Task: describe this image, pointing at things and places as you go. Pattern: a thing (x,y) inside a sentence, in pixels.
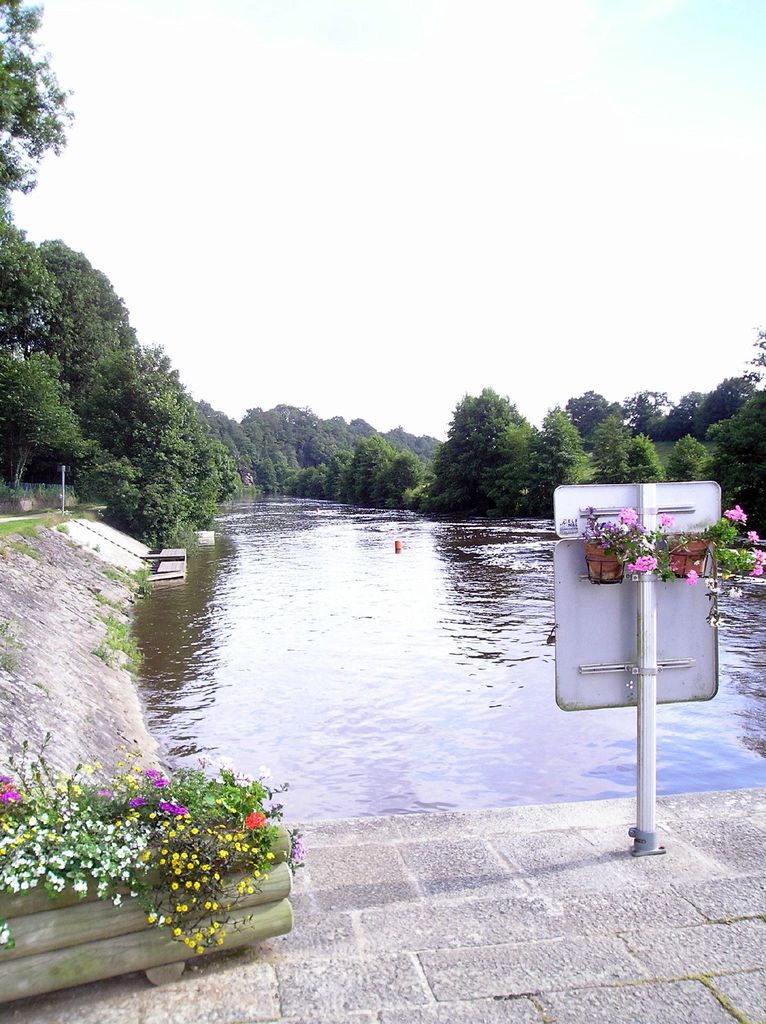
In this picture there are trees (477,497) and there is a lake (509,535). In the foreground (453,856) there is a board (656,668) on the pole (656,668) and there are flowers (166,809) and there is a pavement (379,914). At the top (311,46) there is sky (354,59). At the bottom (323,745) there is water (522,535).
